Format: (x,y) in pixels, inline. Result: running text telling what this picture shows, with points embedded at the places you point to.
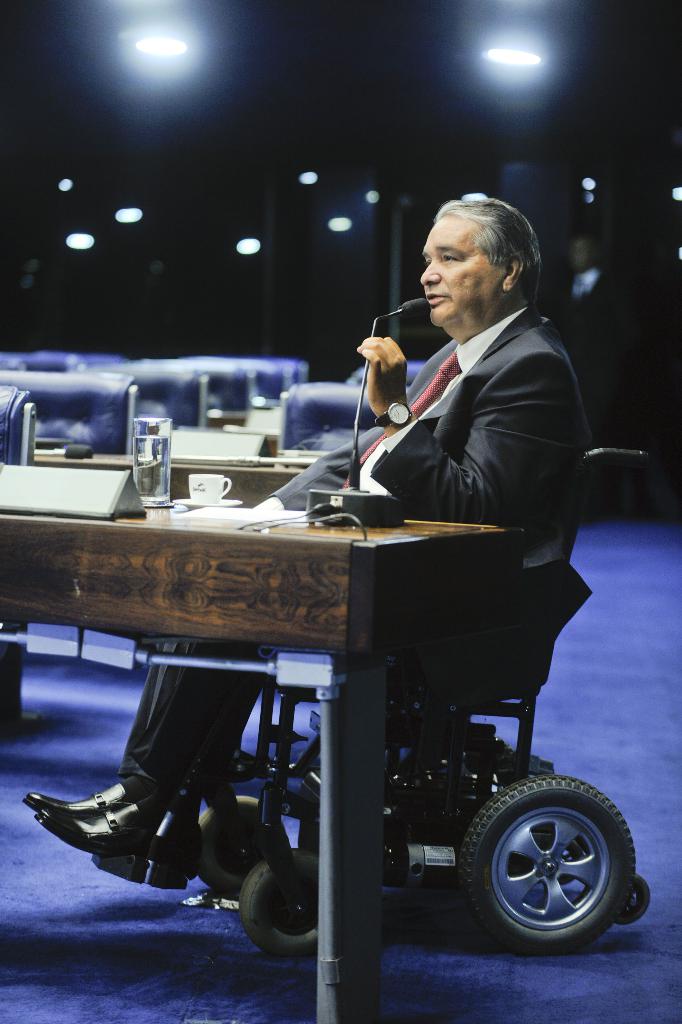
In this picture there is a man (240,645) who is sitting on the wheelchair (505,708). Beside him there is a table (189,618). On the table (390,545) I can see the cup (193,494), saucer (207,503), water glass (137,441), name plate (42,507), papers (196,521), cables (313,510) and mic (327,494). On the left (82,402) I can see a blue color chairs (161,400). In the back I can see the door (371,249) and lights (127,214). At the top (490,56) I can see the lights (514,50) on the roof (422,15).
